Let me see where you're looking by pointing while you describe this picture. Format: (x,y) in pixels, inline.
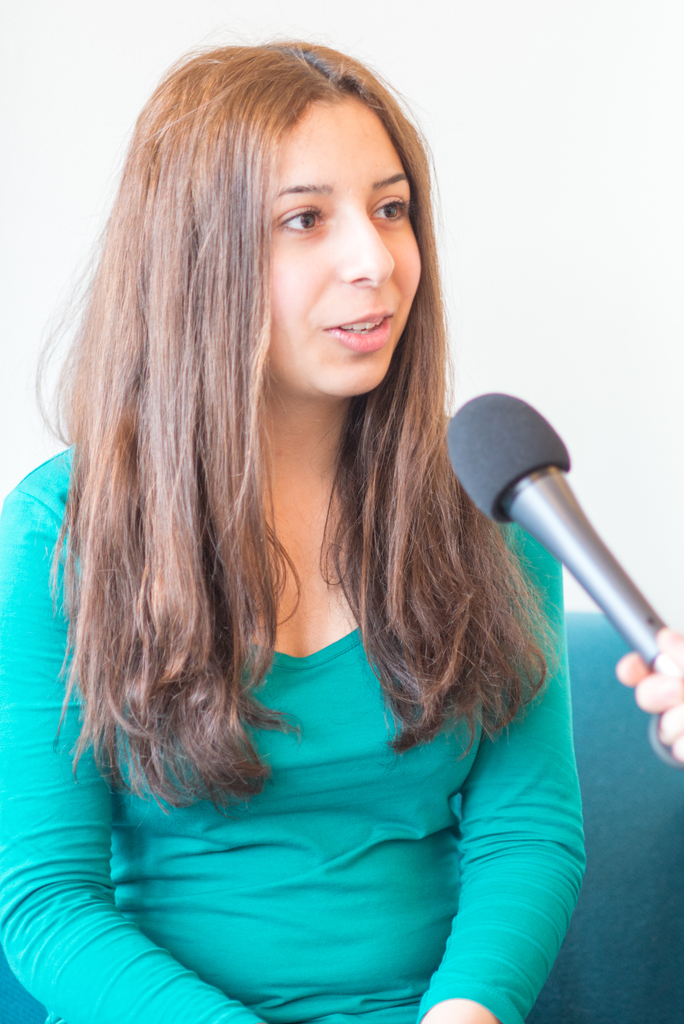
In this picture we can see a woman (304,561), she is seated, in front of her we can see a microphone (483,460).
